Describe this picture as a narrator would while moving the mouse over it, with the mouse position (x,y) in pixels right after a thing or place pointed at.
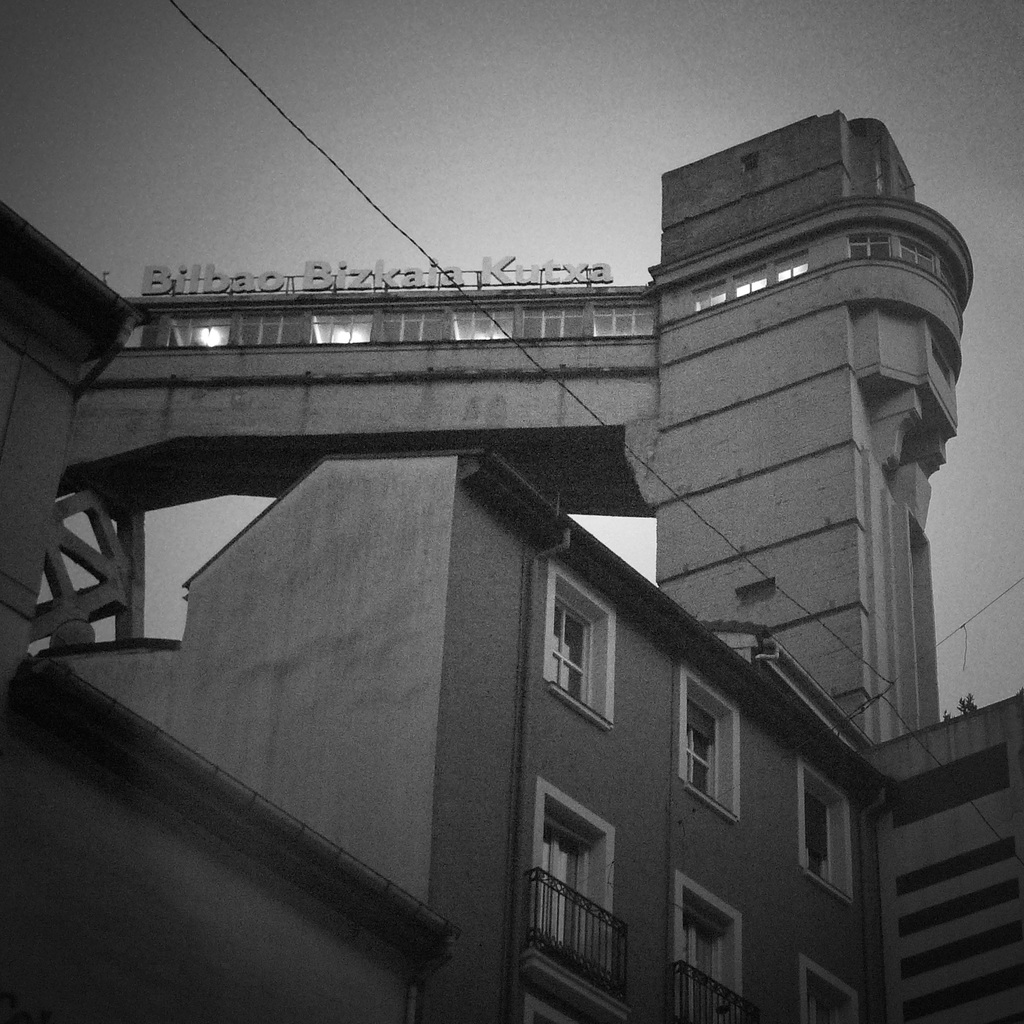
In this image, we can see buildings (525,634), walls (664,587), windows (828,863), railings (546,930), name board (505,282) and wire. Background (1012,122) we can see the sky (612,216).
